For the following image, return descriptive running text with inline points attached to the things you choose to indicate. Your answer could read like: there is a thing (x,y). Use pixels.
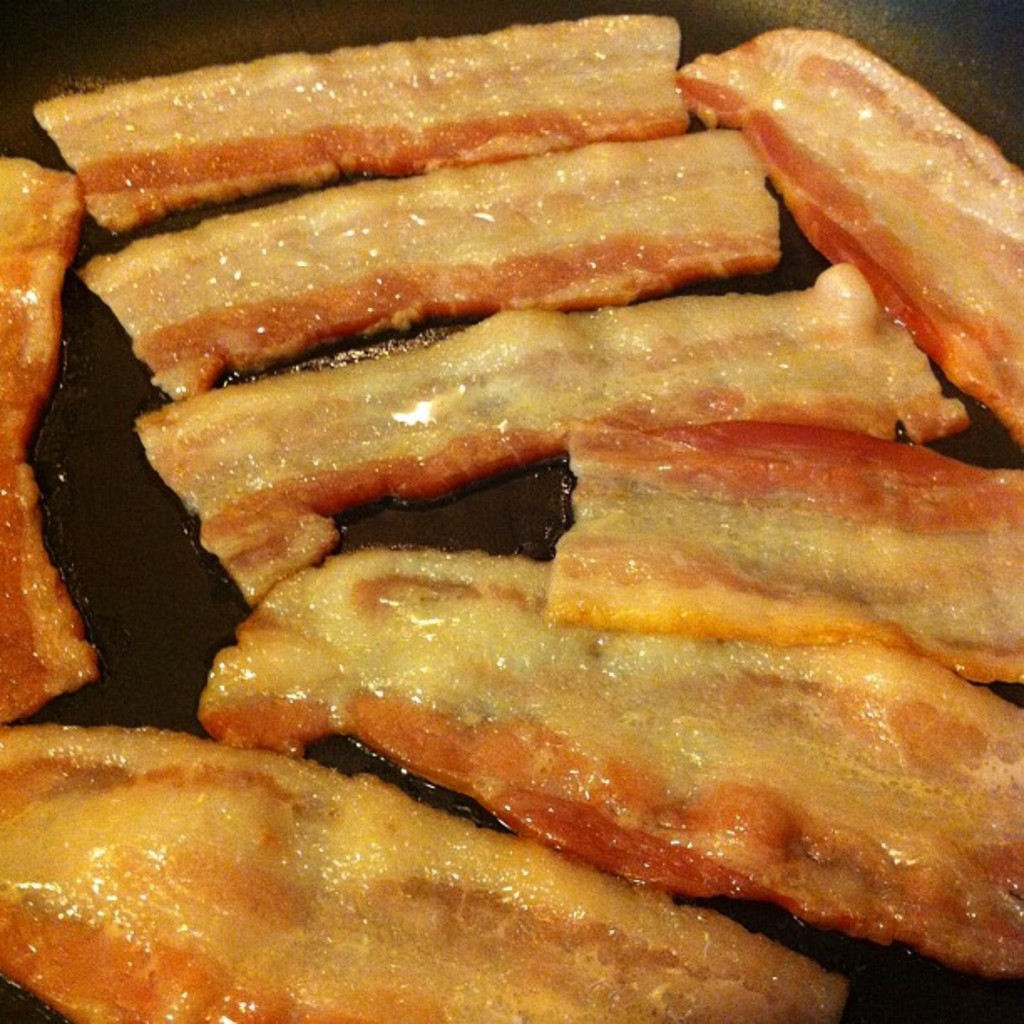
In this picture, we see bacon (557,778) or eatables (223,704) which are frying in the oil (203,573).
